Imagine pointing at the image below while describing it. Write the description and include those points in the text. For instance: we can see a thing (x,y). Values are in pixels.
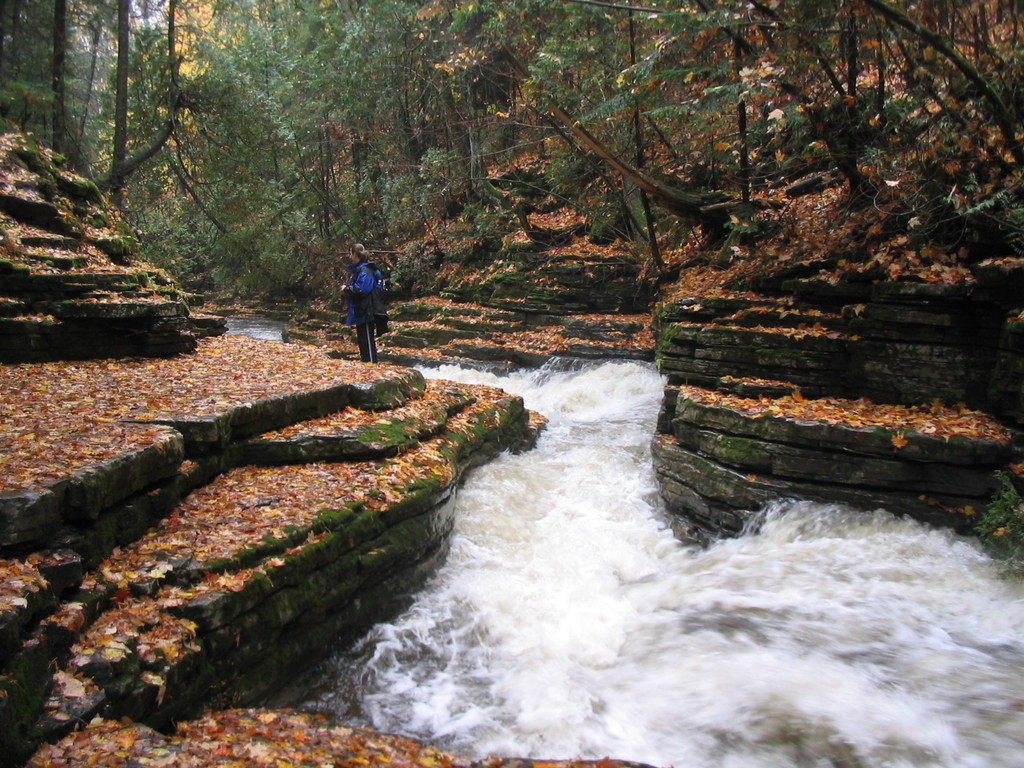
In the center of the image (358,276) there is a woman (348,323) standing on the ground (203,390). At the bottom of the image (188,533) we can see leaves (62,414) and water (562,582). In the background (264,286) we can see water (236,328), trees (192,145) and plants (234,115).
